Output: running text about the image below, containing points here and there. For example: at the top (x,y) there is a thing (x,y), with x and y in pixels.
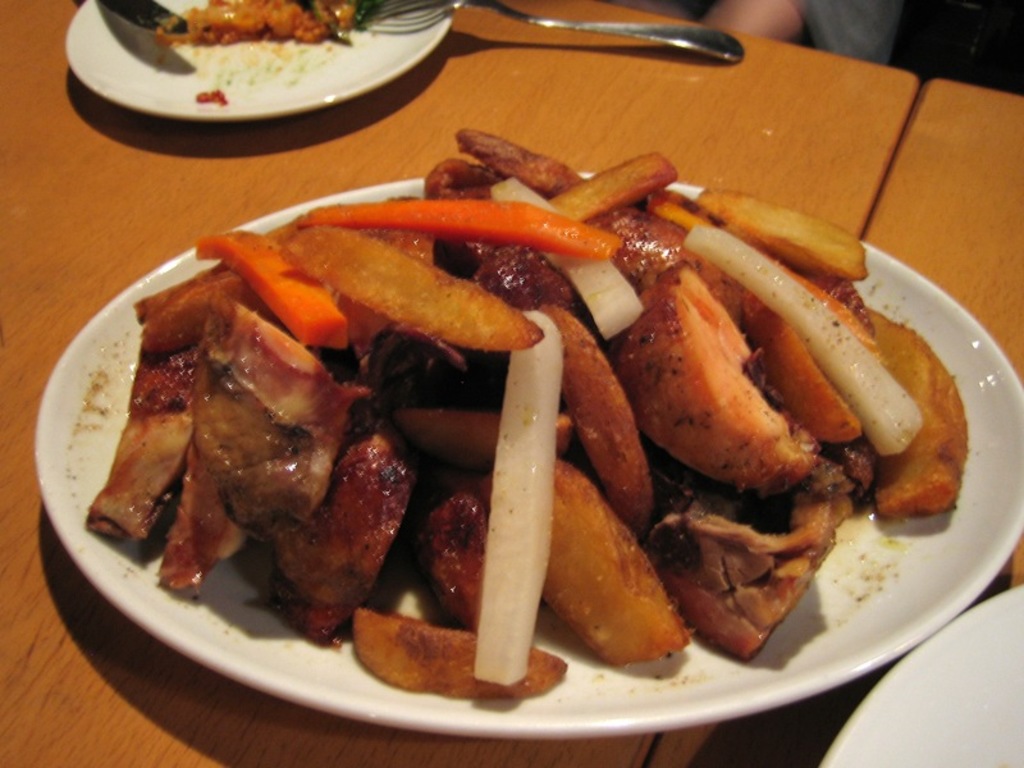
This image consists of a plate (596,675) on which there is a food (562,494). It looks like a meat (395,488). Beside that there is a small plate (260,87) in which there are a fork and a knife (149,29).
